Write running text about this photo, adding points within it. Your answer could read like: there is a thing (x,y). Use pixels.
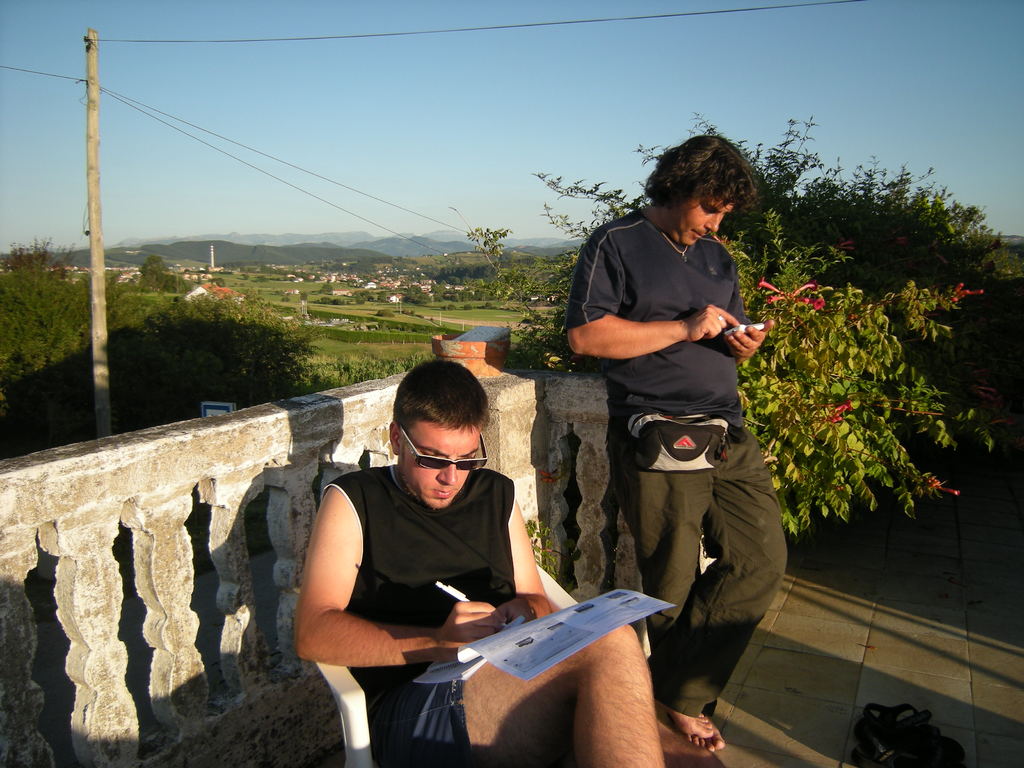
In this picture we can see the boy (408,542) sitting on the chair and writing something on the paper (541,631). Beside there is a another man (697,300), standing and looking into the mobile phone (742,329). Behind we can some flower plants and parapet wall (129,468). In the background (412,275) we can see the grass ground (373,313), houses (376,282) and trees (204,344).
